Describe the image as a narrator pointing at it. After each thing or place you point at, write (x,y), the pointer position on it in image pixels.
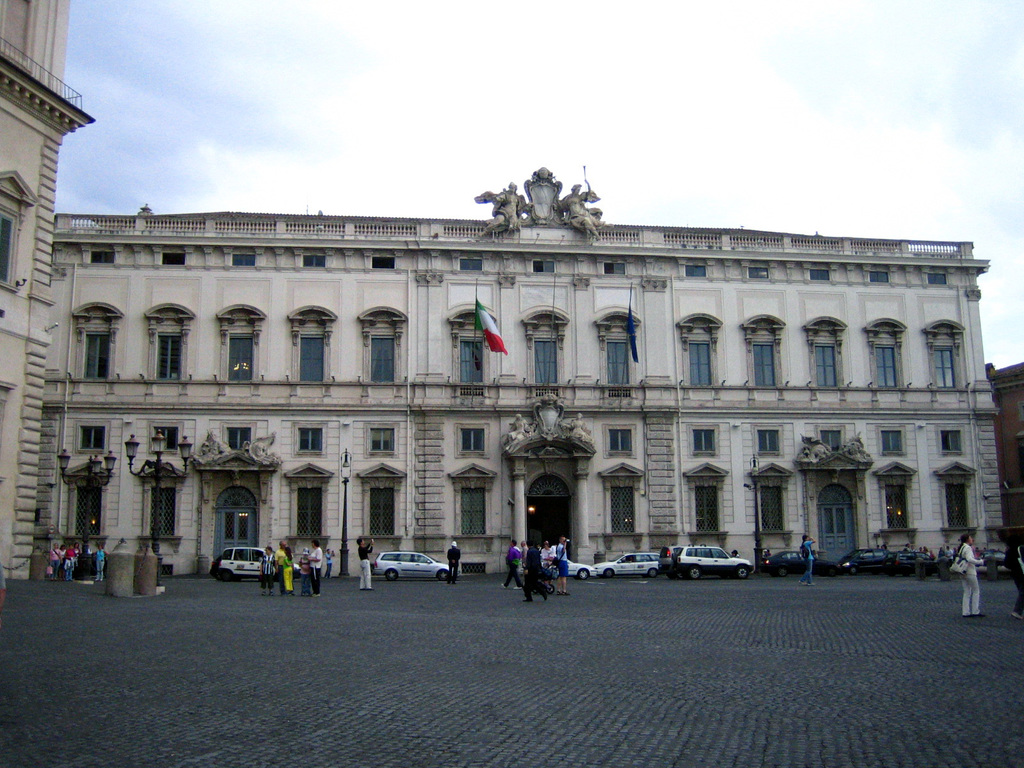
In this image there are group of people (1021,581) standing, vehicles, flags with the poles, lights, buildings (588,405), and in the background (944,27) there is sky (662,128).
